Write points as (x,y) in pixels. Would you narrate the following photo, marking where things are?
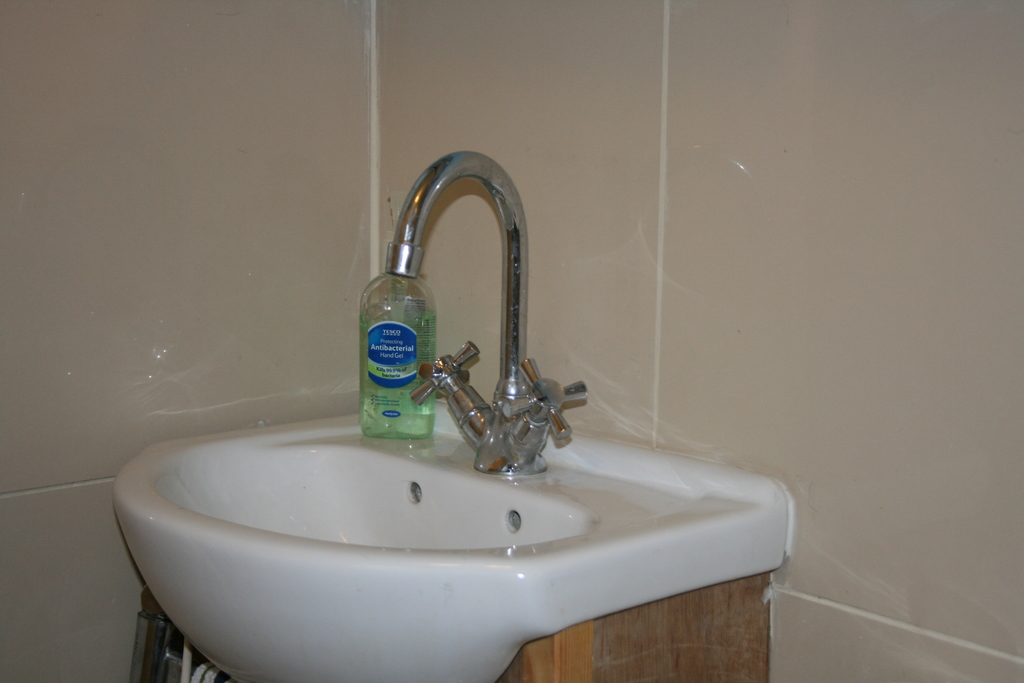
In the middle of the picture (414,359) we can see tap (553,394), sink (446,418) and bottle (382,366). At the top (326,97) it is wall (446,121). At the bottom (182,668) we can see some objects (677,648).
